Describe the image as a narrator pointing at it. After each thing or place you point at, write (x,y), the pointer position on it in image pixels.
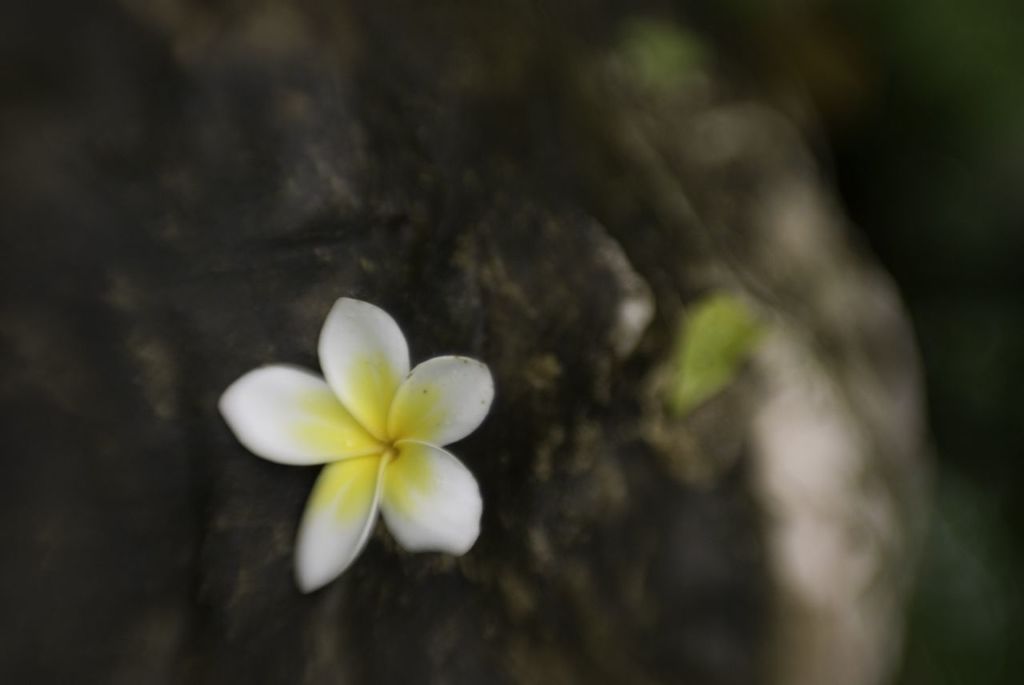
In this image I can see a flower (382,420) which is white and yellow in color. I can see the blurry background (359,14) which is green, black and white in color.
